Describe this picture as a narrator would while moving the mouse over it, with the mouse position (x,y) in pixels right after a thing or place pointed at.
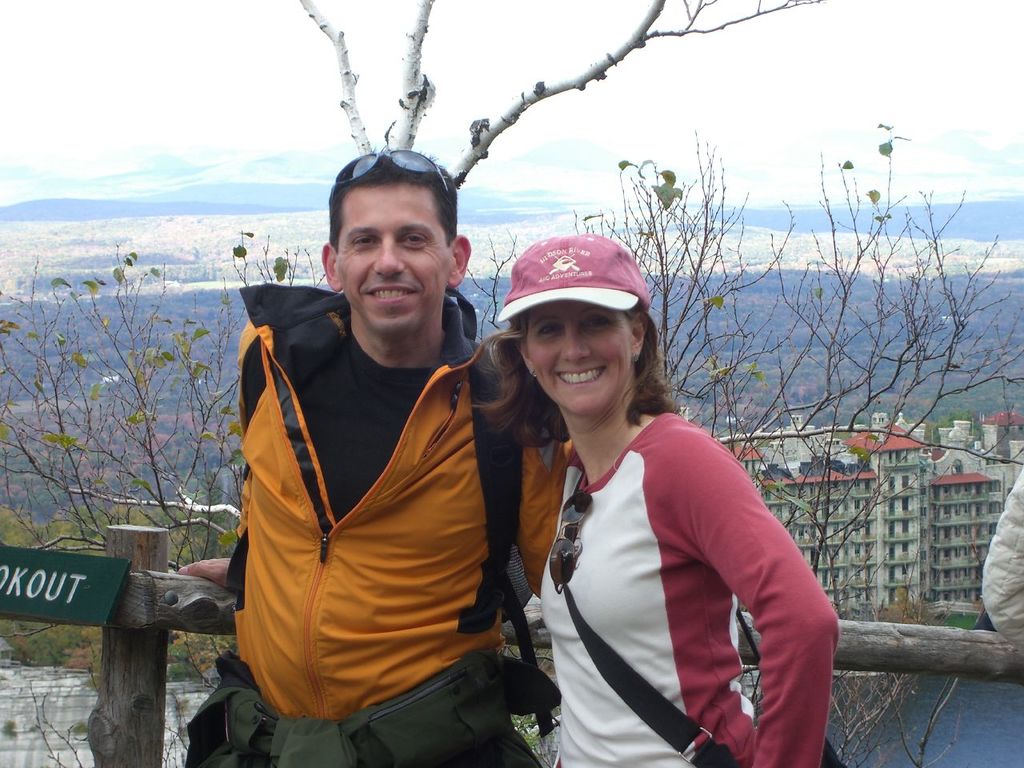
On the left side of the image (248,750) there is a man (385,160) with goggles (376,159) on his head (385,160) is standing. Beside him there is a lady (547,328) with cap (552,275) on her head (576,402) is standing and she is smiling. Behind them there are wooden fencing poles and also there is a board (78,596) with name (47,580) on it. Behind them there is a tree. In the background (865,551) there is a building (928,526), water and also there are hills (28,465). At the top of the image (88,123) there is sky (67,150).
